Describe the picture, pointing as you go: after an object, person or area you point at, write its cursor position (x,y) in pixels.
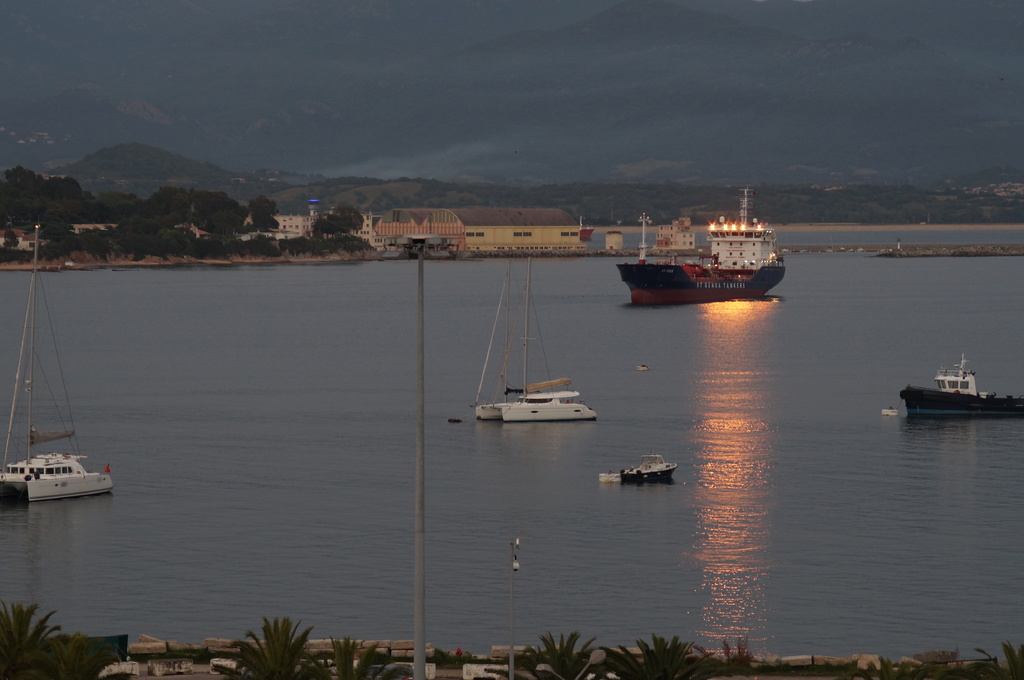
In this image we can see boats (533,410) and also ships (743,282) on the surface of the water (688,353). Image also consists of many trees (308,634) and also buildings (454,227). Light poles (421,338) are also visible in this image.
